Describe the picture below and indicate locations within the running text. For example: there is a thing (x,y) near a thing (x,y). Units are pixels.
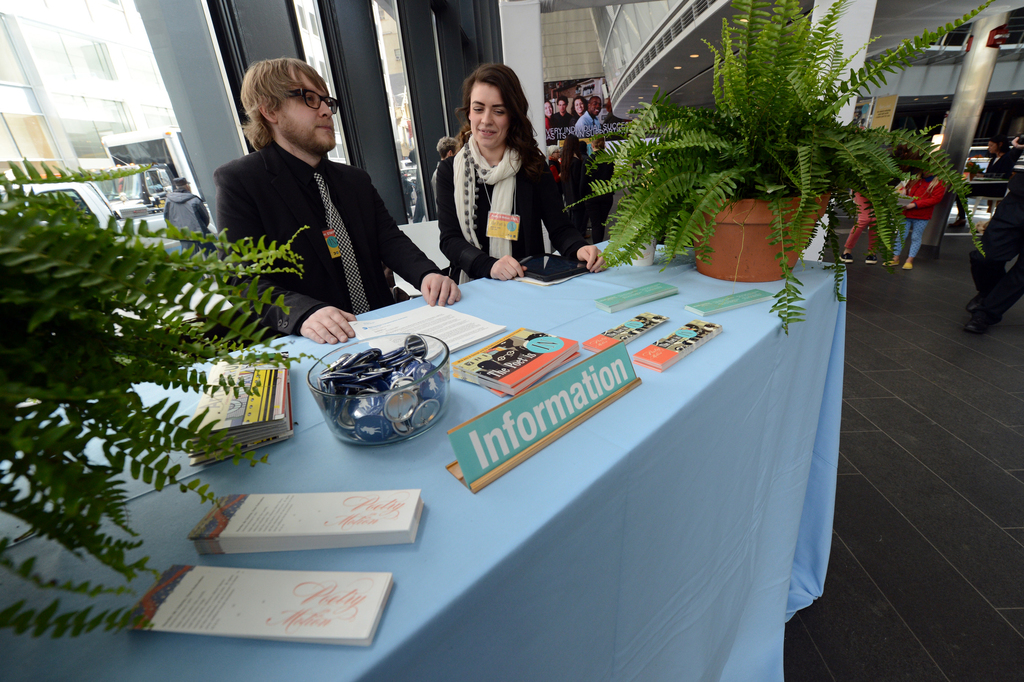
In this picture there are two people (492,219) sitting on the chairs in front of the table (237,474) on which there some papers (229,499), books (507,377), two plants (802,247) and a bowl (432,370) in which some things (432,370) are placed and beside them there are some people (919,175) standing.
